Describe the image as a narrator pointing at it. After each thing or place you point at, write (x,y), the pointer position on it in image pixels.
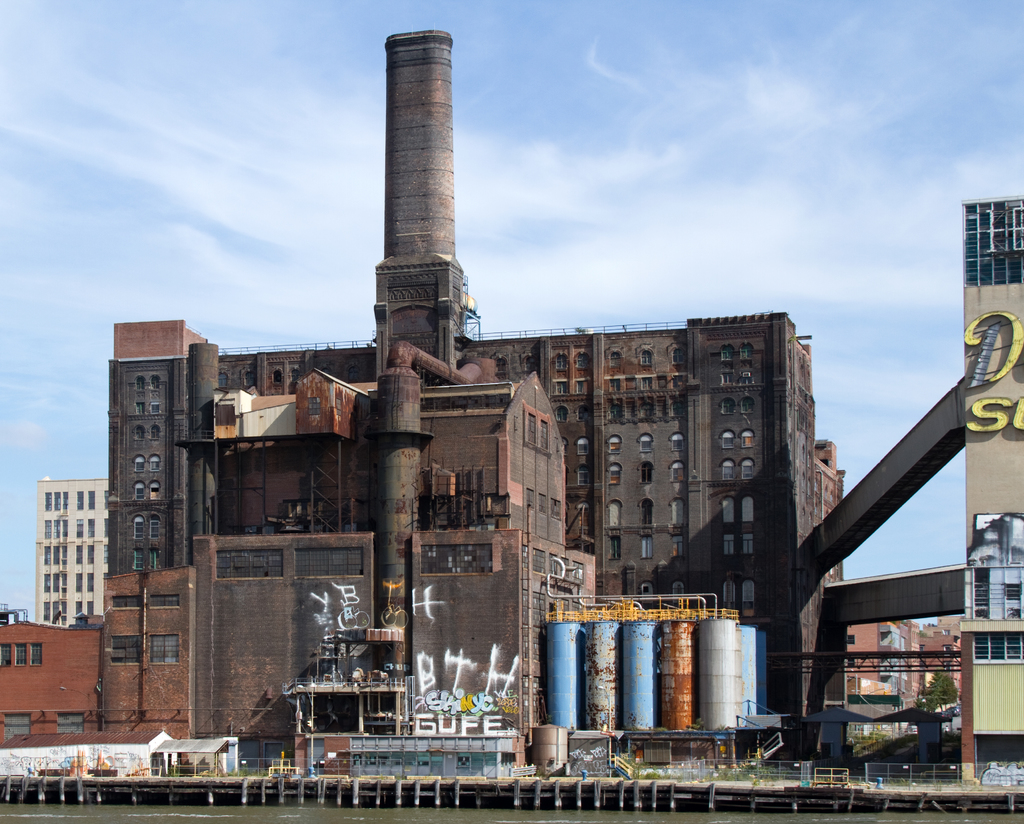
In this picture we can see a factory (345,508). Behind the factory (403,478) there are buildings (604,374) and the sky (650,155). At the bottom of the image (304,766), there are plants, fences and water (339,817). On the right side of the image (932,694), there is a tree (948,699).
